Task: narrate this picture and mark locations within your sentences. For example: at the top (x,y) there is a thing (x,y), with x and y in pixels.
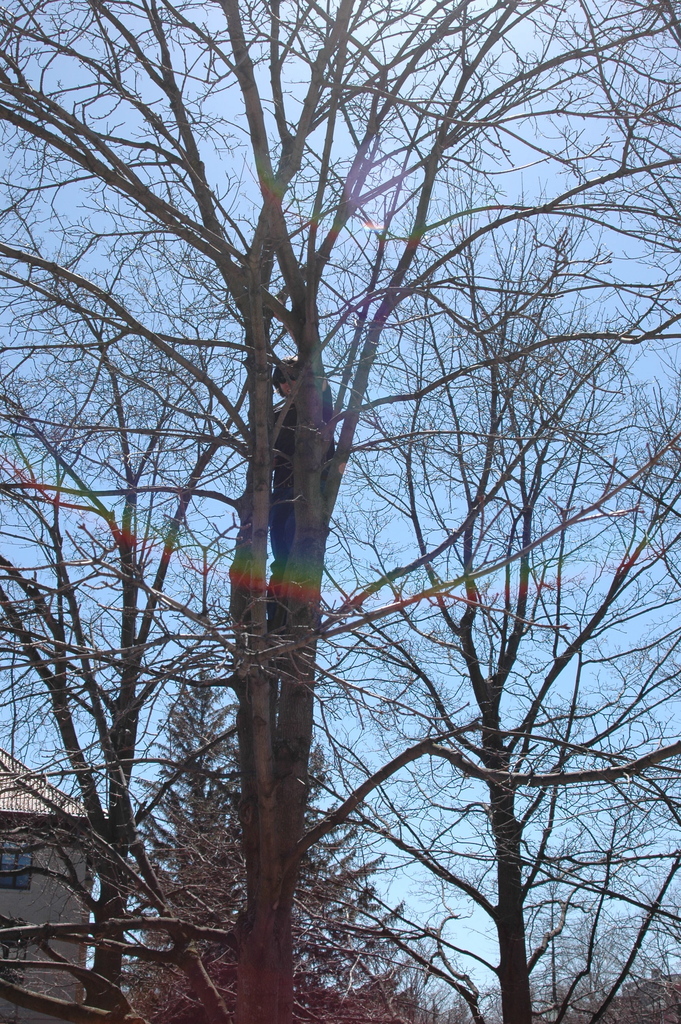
In this image I can see few trees (430,273), on top of trees (374,328) I can see a person (291,541), in the bottom left (11,903) there is a house (70,948) visible, back side of tree (252,579) I can see the sky (583,162).
